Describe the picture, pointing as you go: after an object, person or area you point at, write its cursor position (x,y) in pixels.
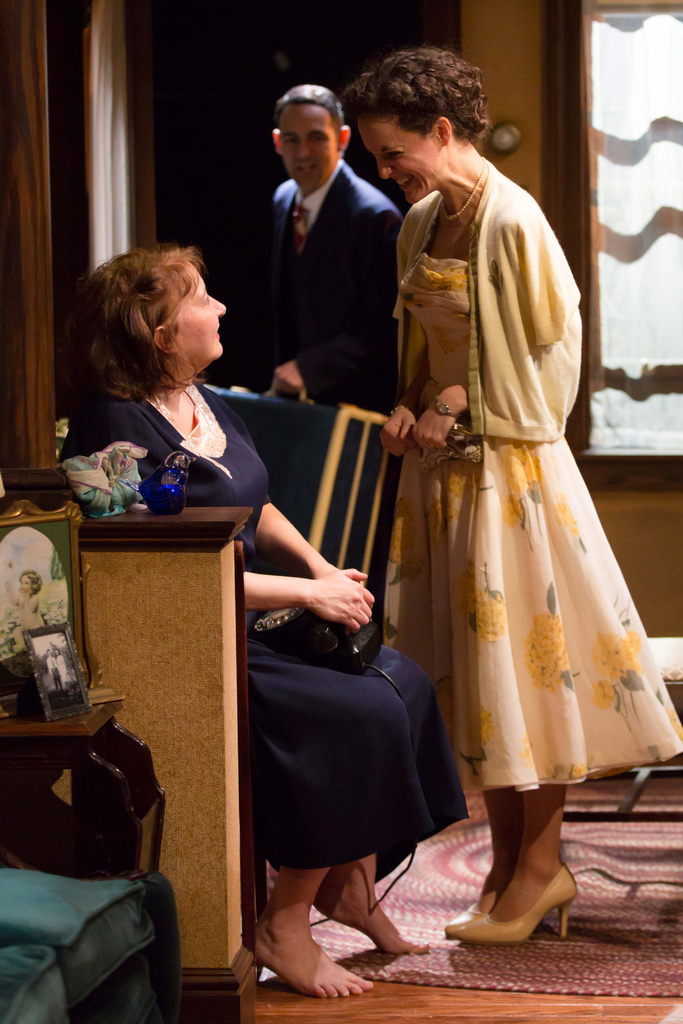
In this image I can see three persons (416,352) where one is sitting and two are standing. In the bottom side of the image (674,828) I can see a carpet (676,806) on the floor (302,999). On the bottom left side of the image (128,914) I can see a green colour thing (135,902), two tables (31,799), two photo frames (22,659) and few other things (167,469). In the front (352,601) I can see two women (352,601) are holding a phone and a bag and in the background (315,343) I can see one man (304,341) is standing. On the right side of the image (600,73) I can see a glass window (635,449).
